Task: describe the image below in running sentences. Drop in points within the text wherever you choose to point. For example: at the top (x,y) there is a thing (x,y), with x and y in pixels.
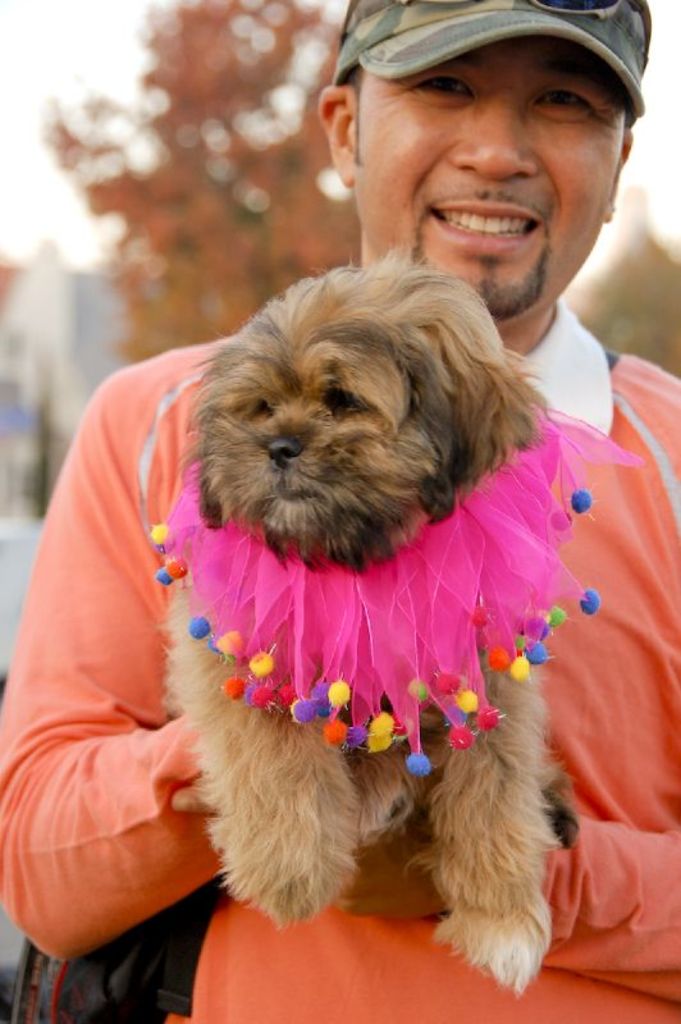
In the center (235,408) we can see one man (104,438) he is holding one dog (392,491) and he is smiling too. And coming to the background (218,162) we can see tree (201,245).
